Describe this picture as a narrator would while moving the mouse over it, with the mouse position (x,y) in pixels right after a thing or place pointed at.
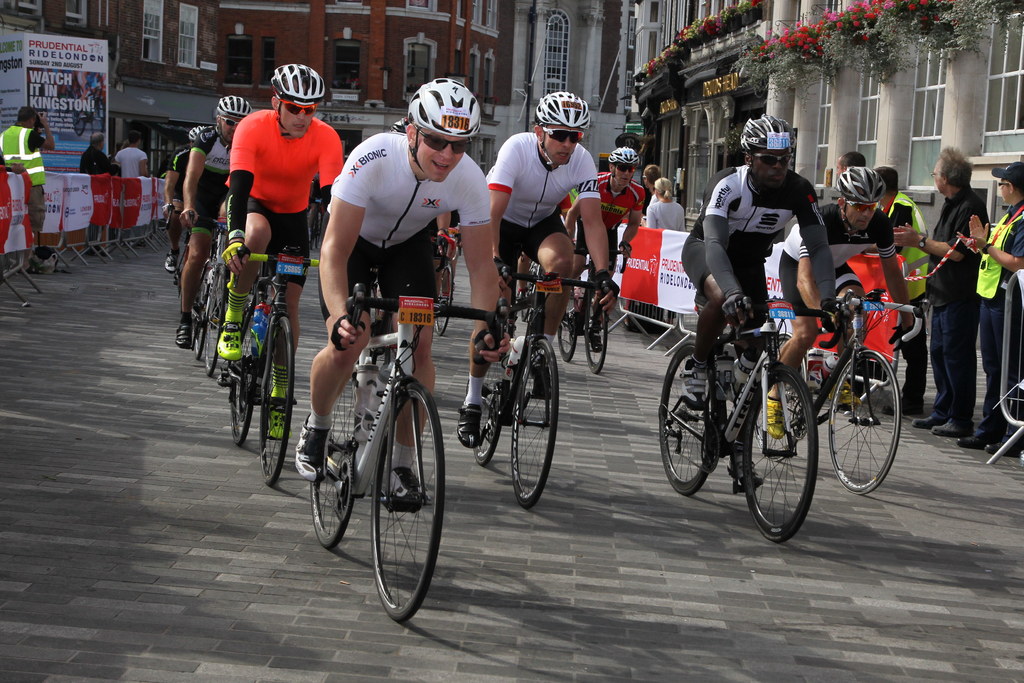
In the image there are few men (832,219) with helmets (309,84) and goggles (860,205). They are riding bicycles (256,290). Behind them there are railings (75,234) with banners (104,194). And also there are few people (1023,259) standing. In the background (472,16) there are buildings (489,61) with walls (369,79), pillars (522,33), windows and flowers (828,23).
